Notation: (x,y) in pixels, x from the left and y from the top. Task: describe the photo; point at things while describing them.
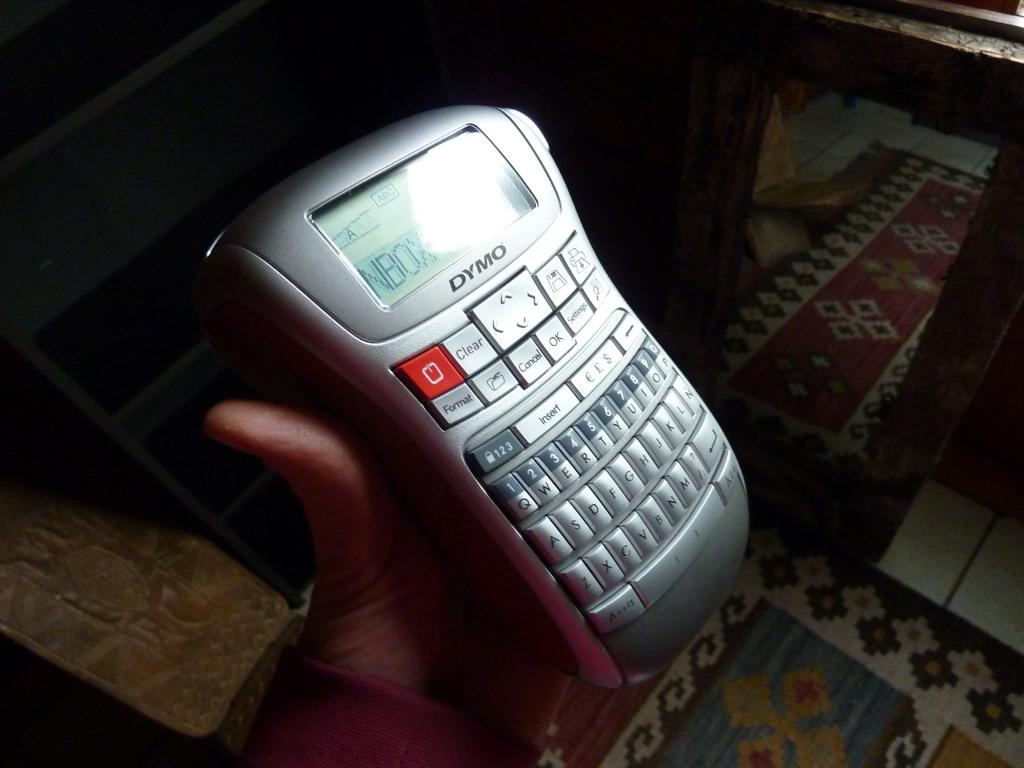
In this picture there is a person (409,551) holding an electronic gadget (522,364). At the top (150,152) there are shelves (193,200). On the right (937,59) it is looking like a window (929,44).
